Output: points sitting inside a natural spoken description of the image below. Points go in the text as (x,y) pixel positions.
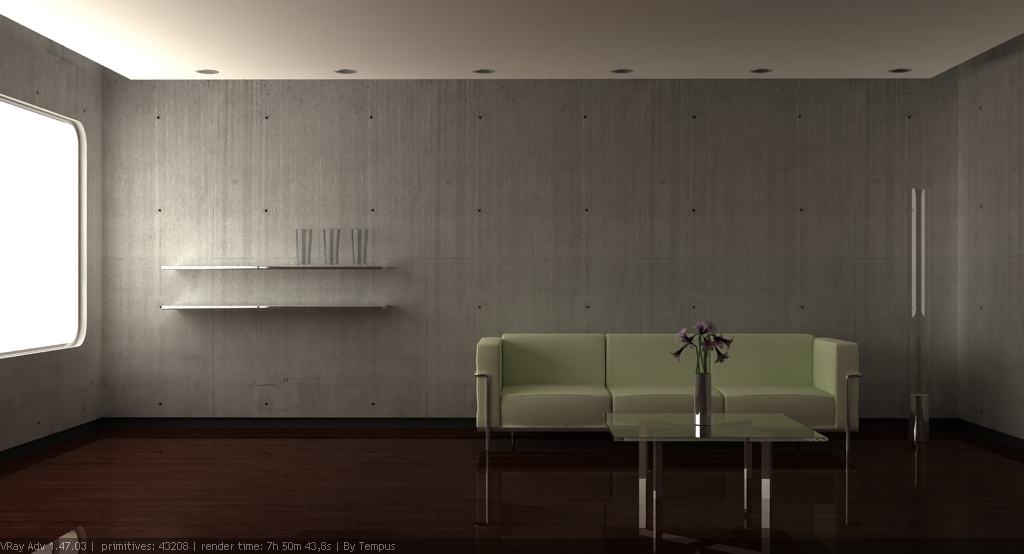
In this picture there is a sofa (799,418) is also glass table (684,433) and plant (698,336) kept on it left side there is a window (46,264).
